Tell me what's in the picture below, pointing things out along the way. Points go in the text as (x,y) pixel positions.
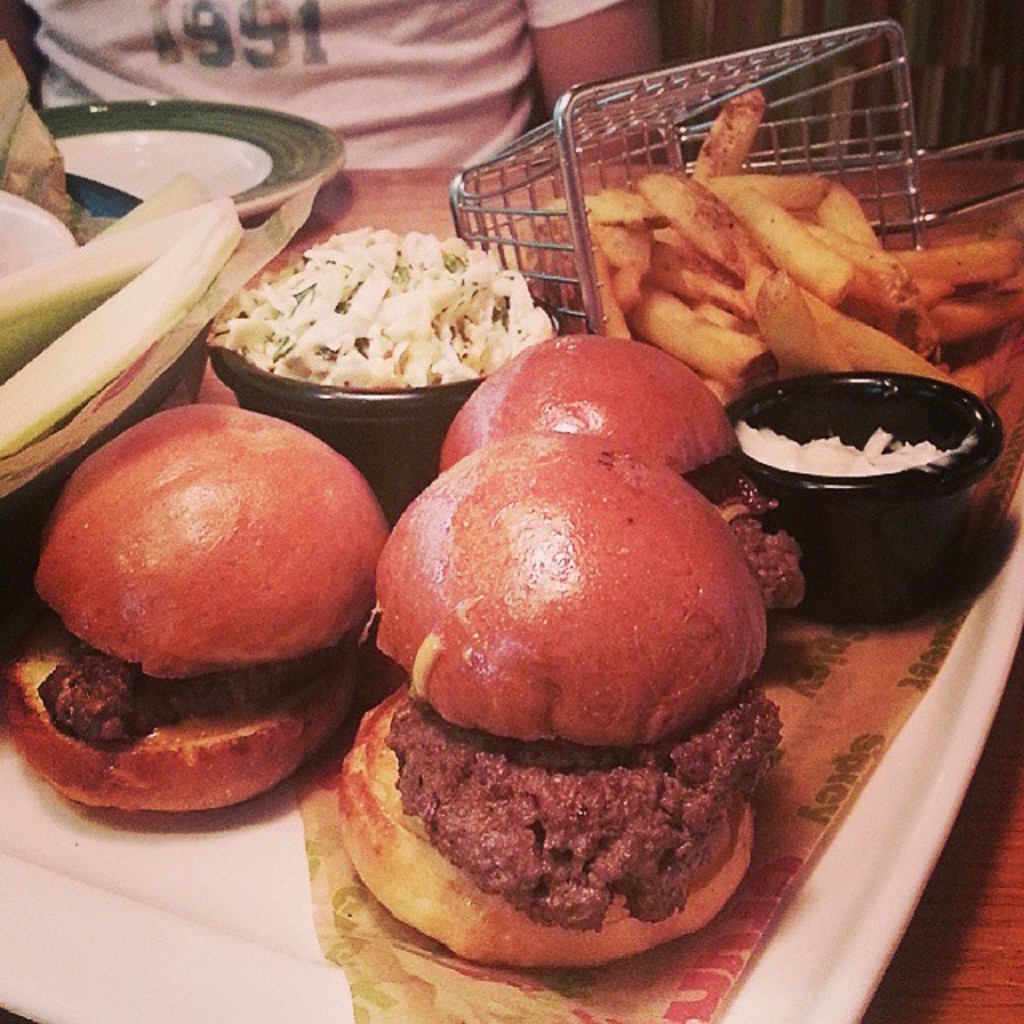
Here I can see a tray (832,887) is placed on a table (981,923). On the tray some food items (588,552), bowls (798,404), fries (760,269) are placed. At the top (303,32) there is a person (278,57) wearing a white color dress (370,57). In front of this person (321,84) there is a plate (224,141) placed on the table (387,190).
